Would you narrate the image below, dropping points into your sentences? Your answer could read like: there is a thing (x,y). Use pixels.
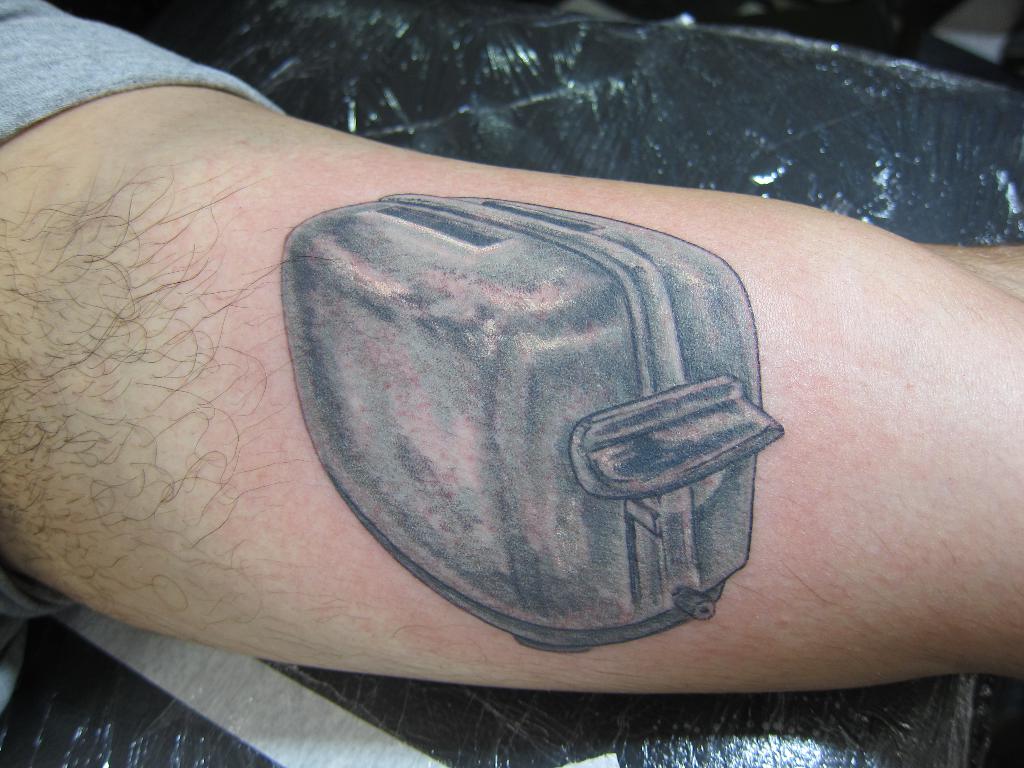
In this image we can see tattoo (505,393) on a person hand (267,309) and the hand (163,175) is on an object (610,714).
